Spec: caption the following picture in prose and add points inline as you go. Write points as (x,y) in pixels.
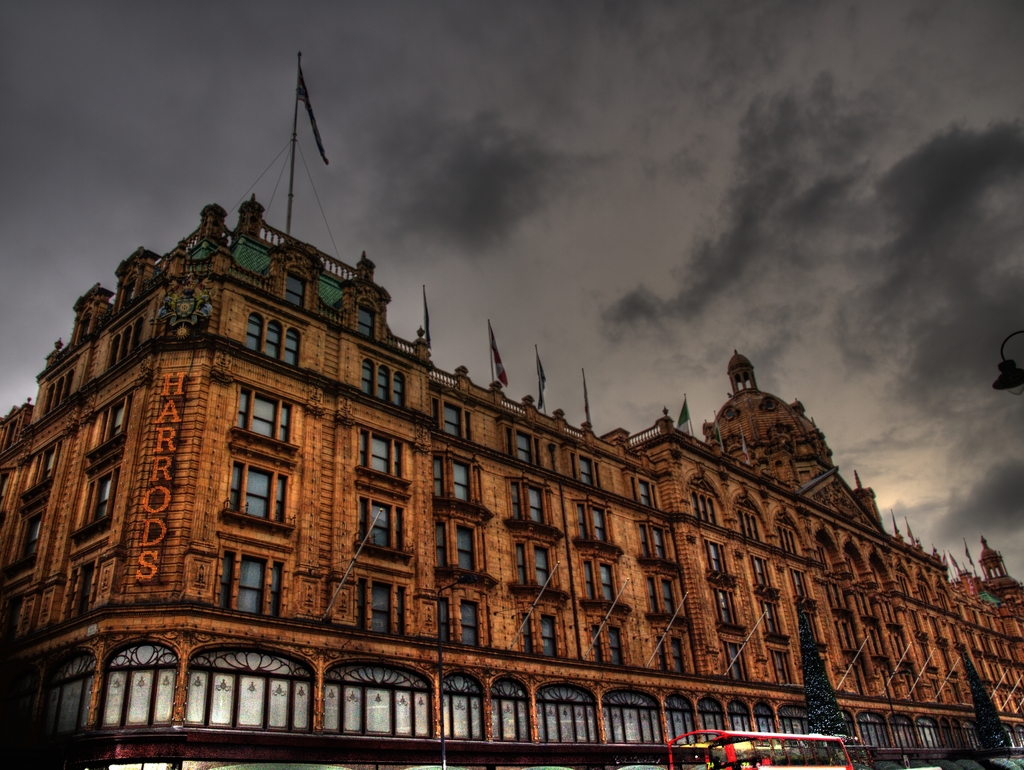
In the picture we can see a historical palace (639,526) on it, we can see the windows (601,536) and on the top of it, we can see railings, flags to the poles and on the building (93,646) we can see a name HARRODS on it and in the background (641,184), we can see a sky (618,222) with clouds (687,190) and near to the building (582,602) we can see two tall trees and a bus (683,758) which is red in color.
